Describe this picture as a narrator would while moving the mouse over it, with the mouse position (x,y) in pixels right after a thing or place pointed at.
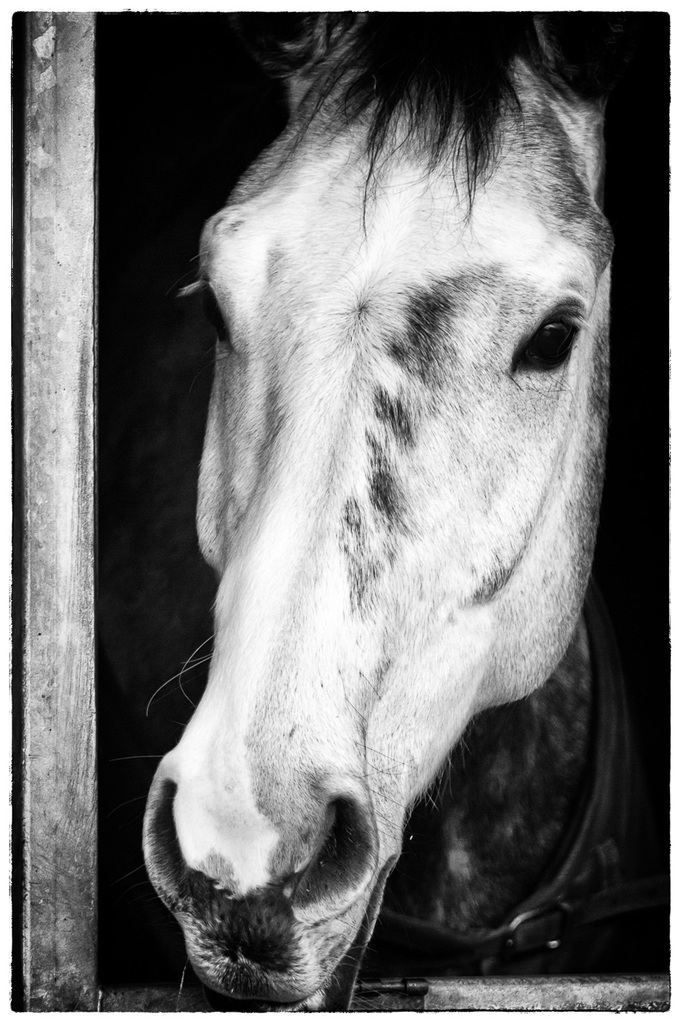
In this image I can see a horse (362,728) and a wooden stable (93,169). This image is taken may be during a day.
